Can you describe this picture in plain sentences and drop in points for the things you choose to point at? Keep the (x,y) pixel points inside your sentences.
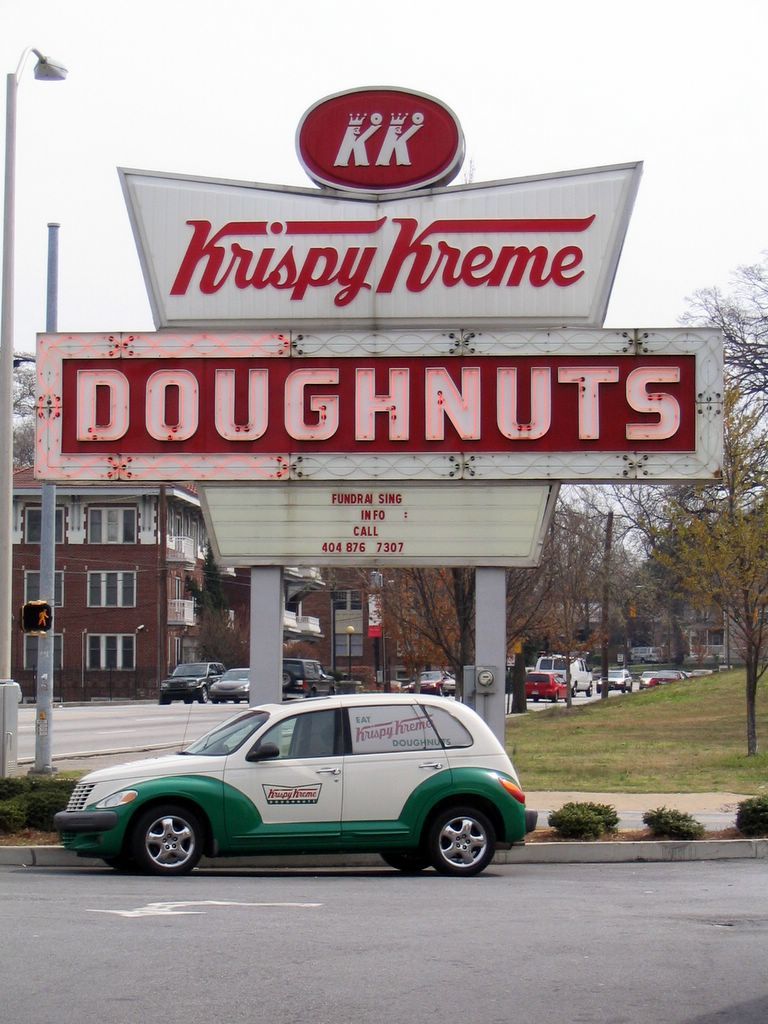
In this image we can see a sign board (429,482) with text (541,402) as doughnuts. Image also consists of many vehicles (332,739) on the road (436,898). We can also see many trees (630,560) and buildings (197,541) and poles (8,233). Sky (638,80) is also visible.
